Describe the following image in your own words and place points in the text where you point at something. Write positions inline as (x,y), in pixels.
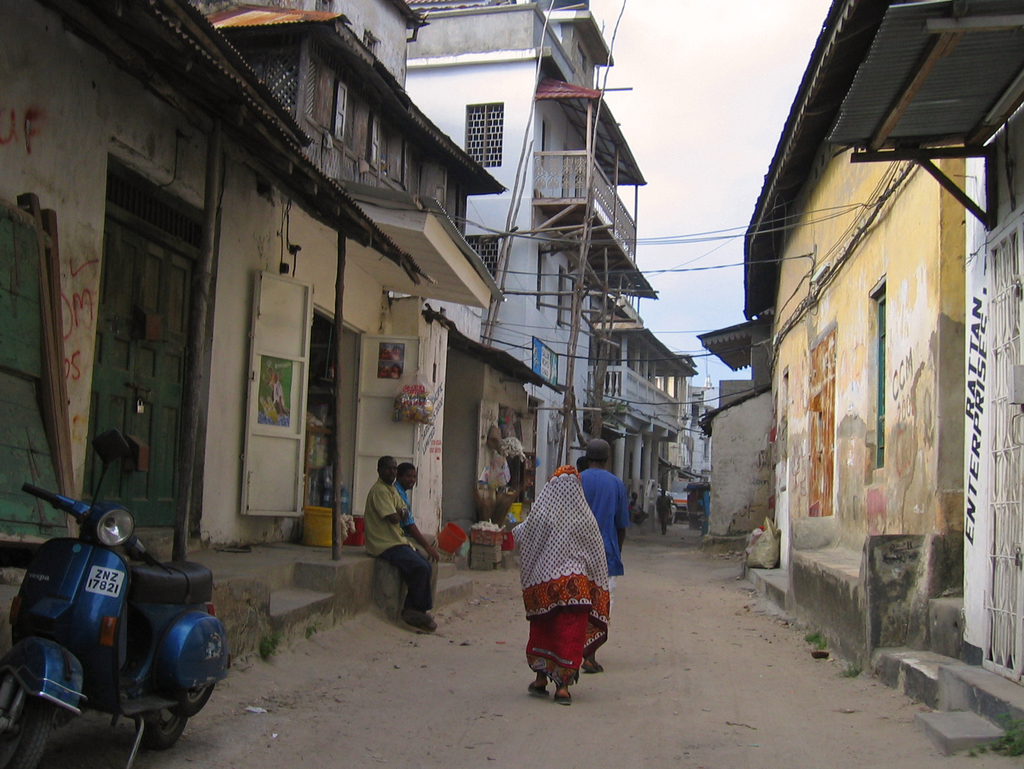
This image consists of few persons (573,596). At the bottom (512,759), there is a road (460,737). To the left (265,273) and right there are houses (848,313) and buildings (843,301). At the top (706,110), there is a sky (704,136). To the left (112,664), there is a scooter (120,664).
